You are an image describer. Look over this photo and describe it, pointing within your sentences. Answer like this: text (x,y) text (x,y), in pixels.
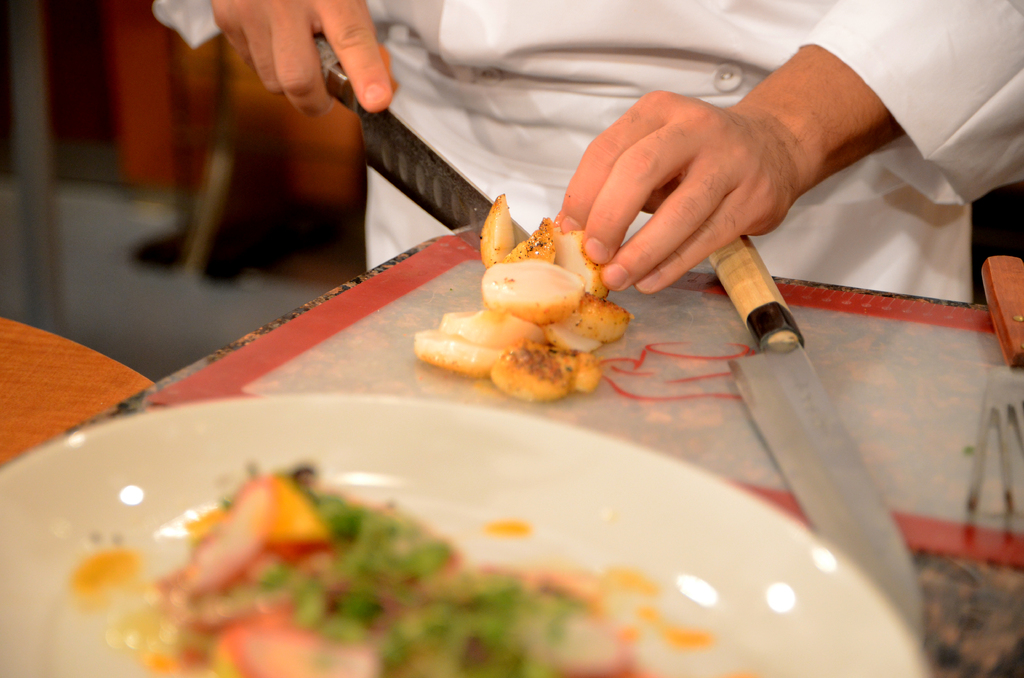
In this image, we can see a person (720,89) standing and holding a knife (328,79). We can see some food (301,602) on the plate (667,648).
